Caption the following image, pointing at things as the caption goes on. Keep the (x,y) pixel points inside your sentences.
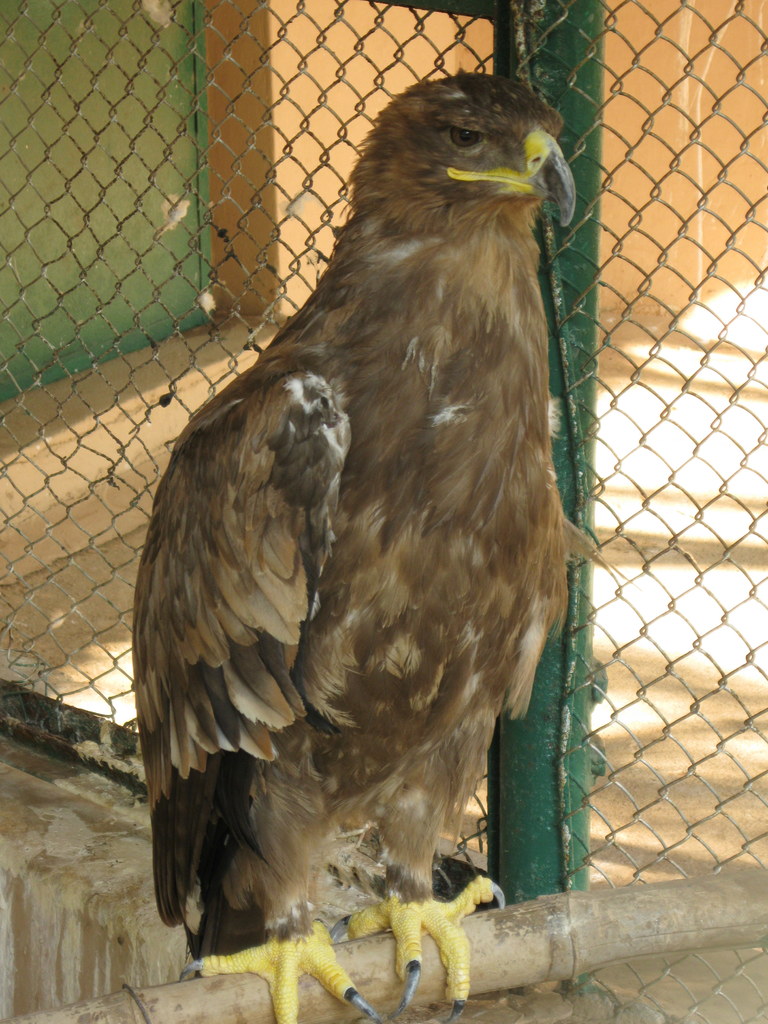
In this picture there is a golden eagle (458,431) on a bamboo (510,941) and there is a net (370,29) and window (89,139) in the background area of the image (179,145).
